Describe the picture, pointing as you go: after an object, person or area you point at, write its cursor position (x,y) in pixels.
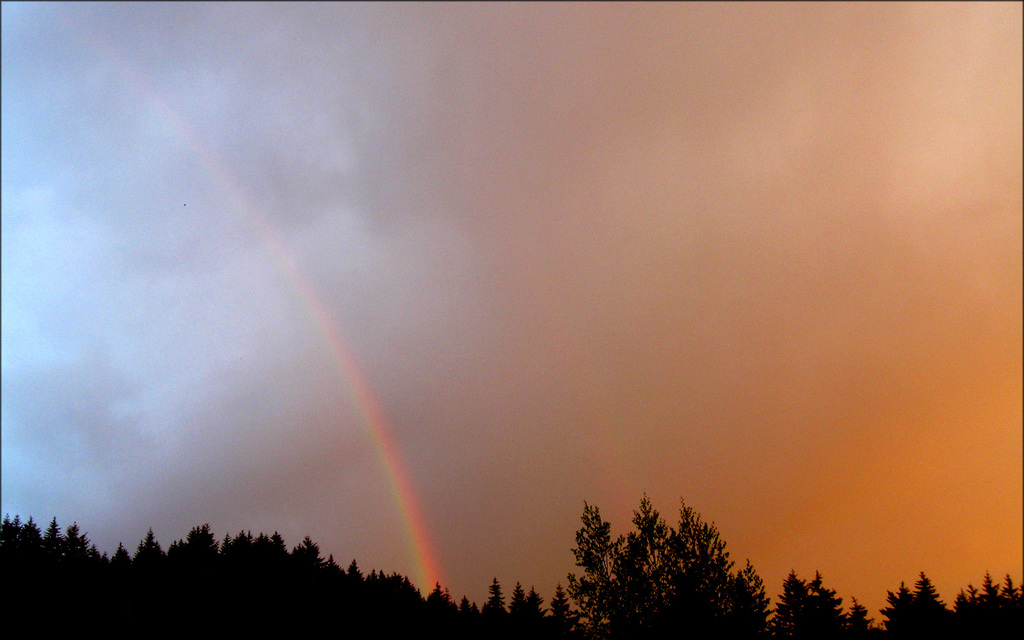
In this image we can see few trees (576,597) and a rainbow (429,553) in the sky (495,262).
